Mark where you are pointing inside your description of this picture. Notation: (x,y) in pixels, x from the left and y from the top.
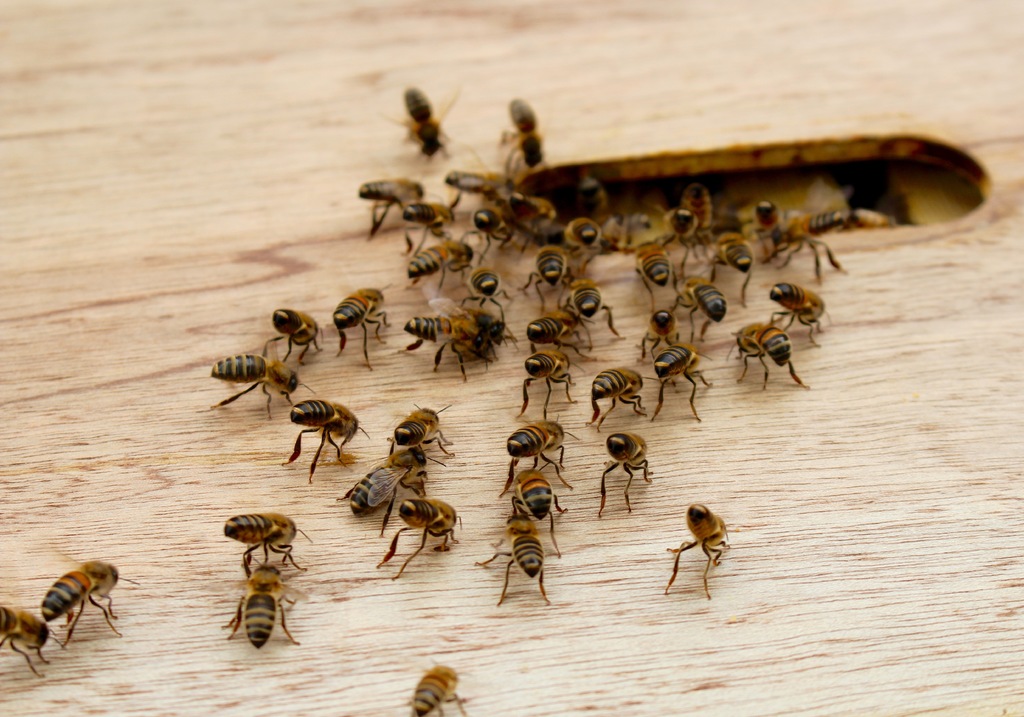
We can see insects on wooden surface (828,49).
